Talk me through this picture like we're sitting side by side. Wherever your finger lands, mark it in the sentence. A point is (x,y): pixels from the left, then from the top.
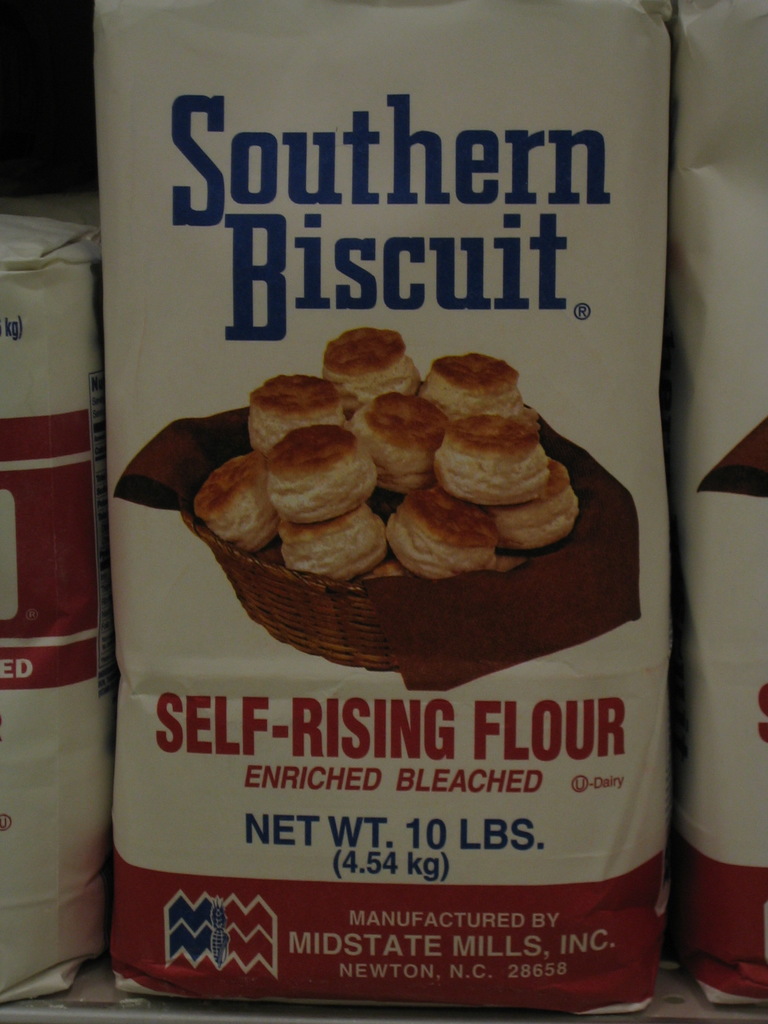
In this image, in the middle (370,520) there is a packet (332,442), poster (370,482), on that there are food items (461,534), text (409,740), logo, basket (363,652). On the left (64,316) and right there are packets (721,690).
